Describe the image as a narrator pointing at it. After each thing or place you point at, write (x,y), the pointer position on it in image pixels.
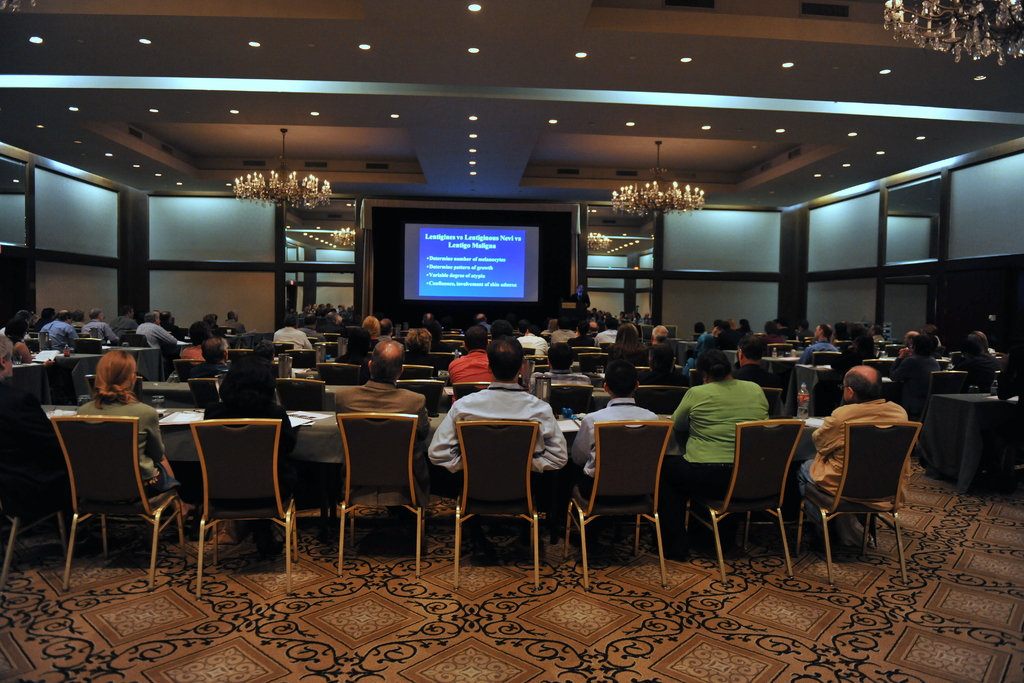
This is a picture of a conference. In the foreground of the picture (813,430) there are chairs (201,394) and many desks (179,386). On the chairs (860,448) there are many people (521,362) seated. In the background (493,258) there is a screen (481,262). On the top (635,180) to the ceiling (471,110) there are lights (683,100) and chandeliers (969,35). Floor (217,651) is covered with a mat (459,633).
